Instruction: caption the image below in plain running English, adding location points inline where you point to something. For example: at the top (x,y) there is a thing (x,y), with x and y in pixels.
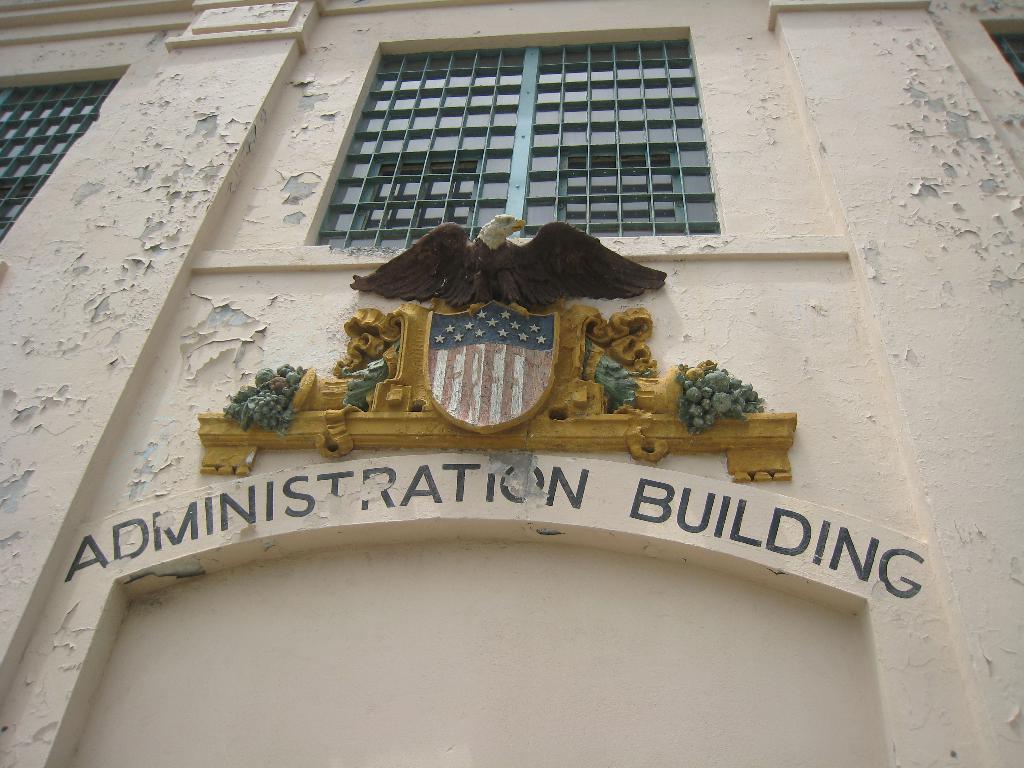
In this picture we can see text (530,487) on the building (753,402), and also we can find metal rods (589,139).
